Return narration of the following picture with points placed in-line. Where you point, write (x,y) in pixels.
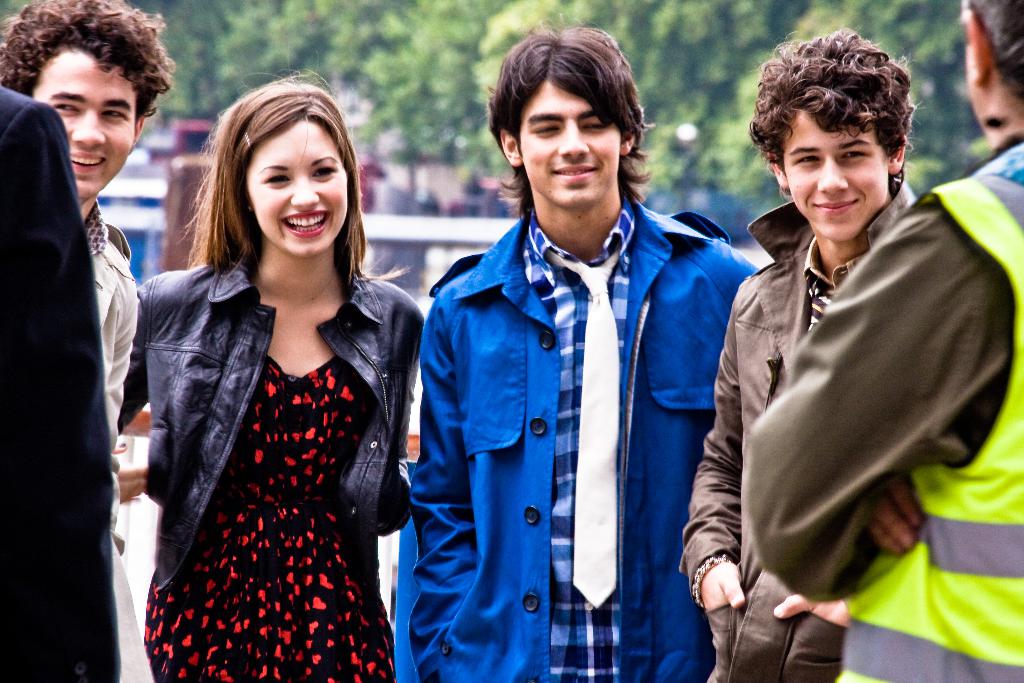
As we can see in the image in the front (328,274) there are few people (538,385) standing. In the background (174,171) there are buildings (383,156) and trees (431,47).
